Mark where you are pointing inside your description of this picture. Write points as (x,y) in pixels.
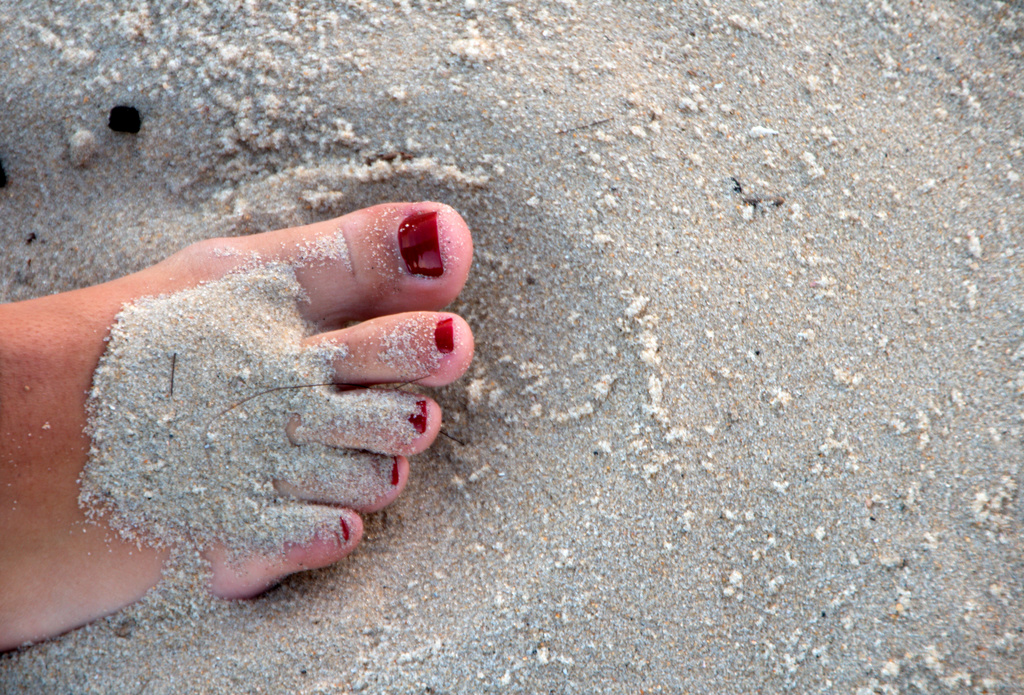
In this image I can see a person leg (25,507) and I can also see the sand (615,289) which is in gray color.
